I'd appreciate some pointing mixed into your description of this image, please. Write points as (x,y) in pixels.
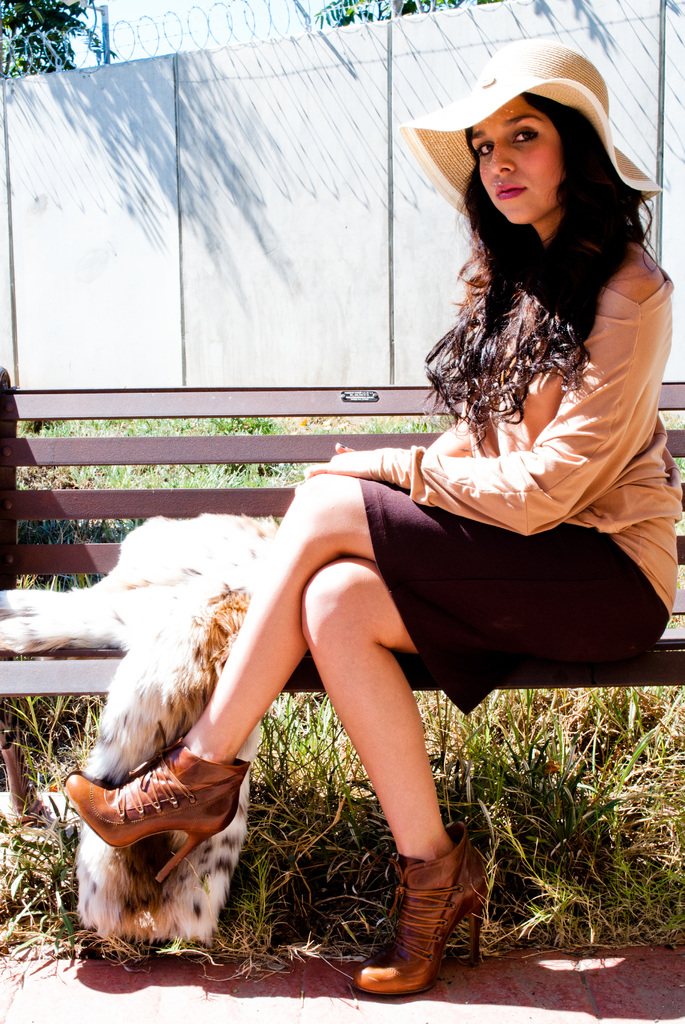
In this image we can see a woman (504,421) wearing a hat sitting on a bench (299,676). We can also see a woolen coat (206,843) beside her. On the backside (336,855) we can see some grass (563,794), a fence (29,103), trees (43,48) and the sky (163,42).
